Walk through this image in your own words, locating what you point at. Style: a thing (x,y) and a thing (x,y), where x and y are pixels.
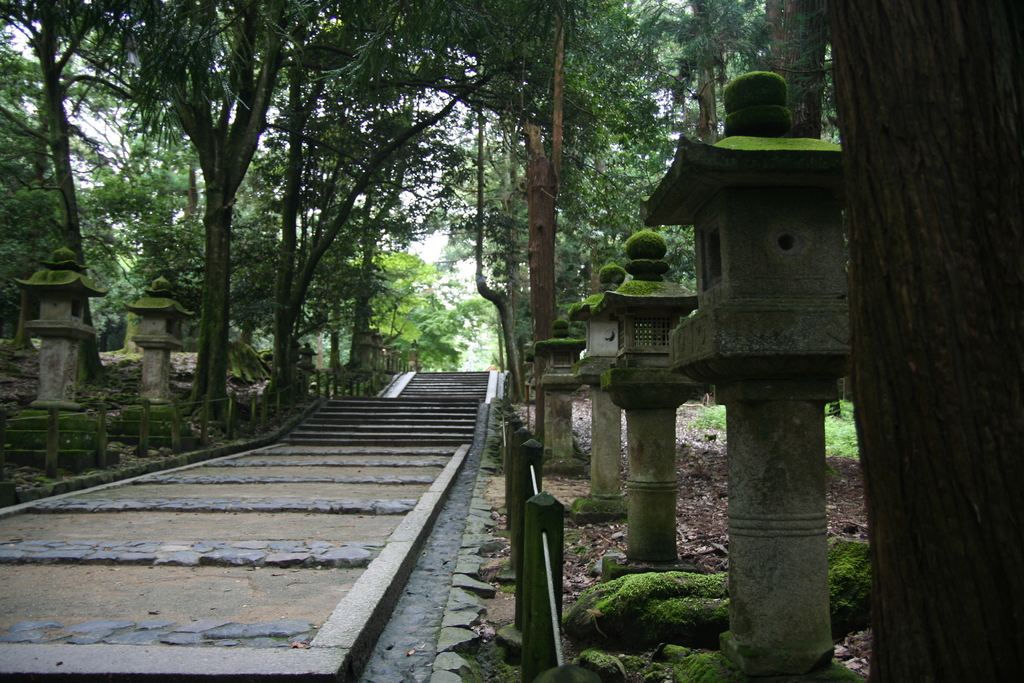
In this image, I can see a pathway (400,421) with stairs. On the left (132,157) and right side of the image (714,213), there are pillars (544,395), fence (252,397) and trees (725,65). At the bottom right side of the image (684,589), I can see a tree trunk (677,593) with algae (712,603).
